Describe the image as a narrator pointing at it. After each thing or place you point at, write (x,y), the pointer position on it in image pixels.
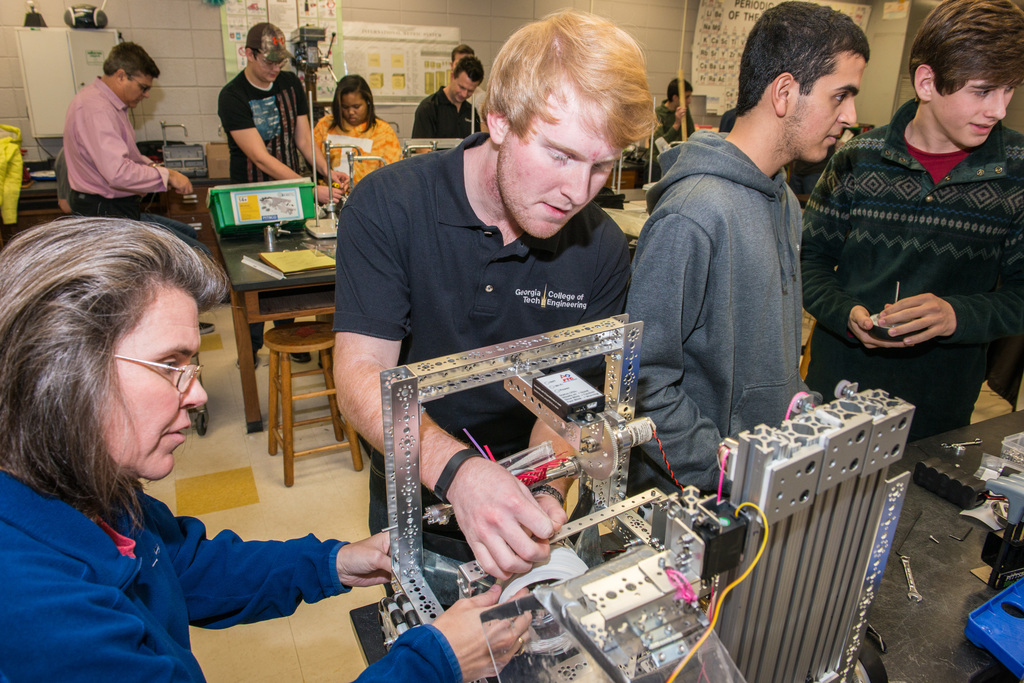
This is the picture of a room (326,378) where we have some people (401,178) standing in front of the table (932,586) on which there are some machines (401,486) and around there are some posters (439,30) to the wall (199,70).
